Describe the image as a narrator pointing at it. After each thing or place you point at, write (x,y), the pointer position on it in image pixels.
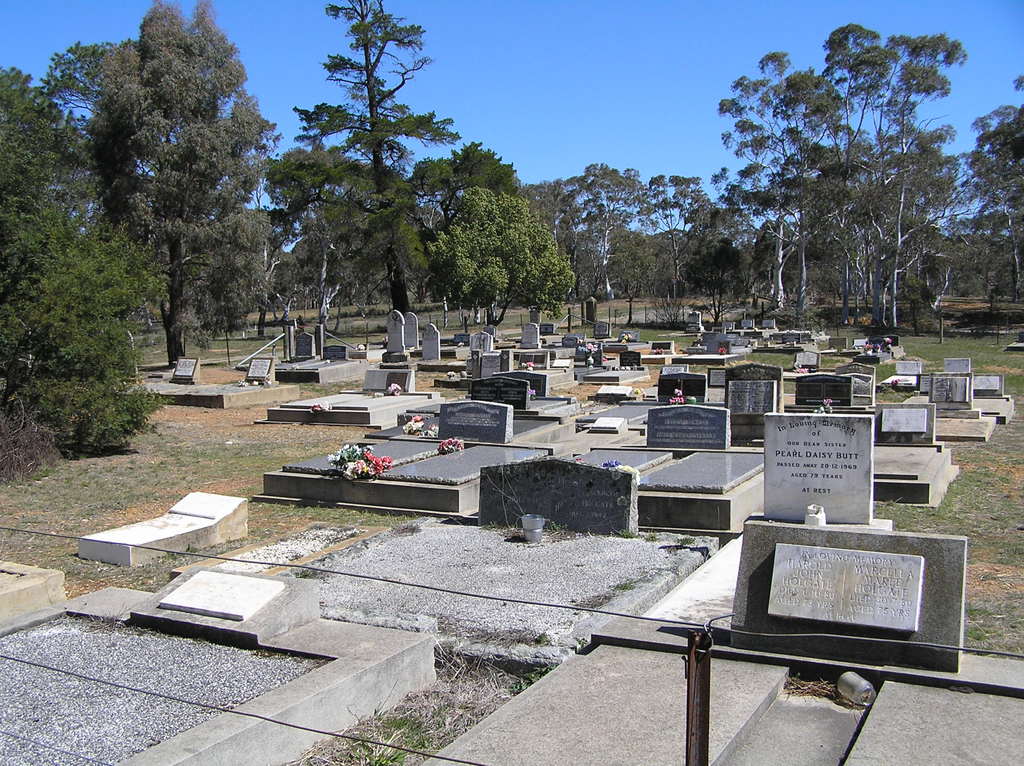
In this picture we can observe a graveyard (505,423). There are some trees (250,270). In the background (592,114) there is a sky (568,114).
